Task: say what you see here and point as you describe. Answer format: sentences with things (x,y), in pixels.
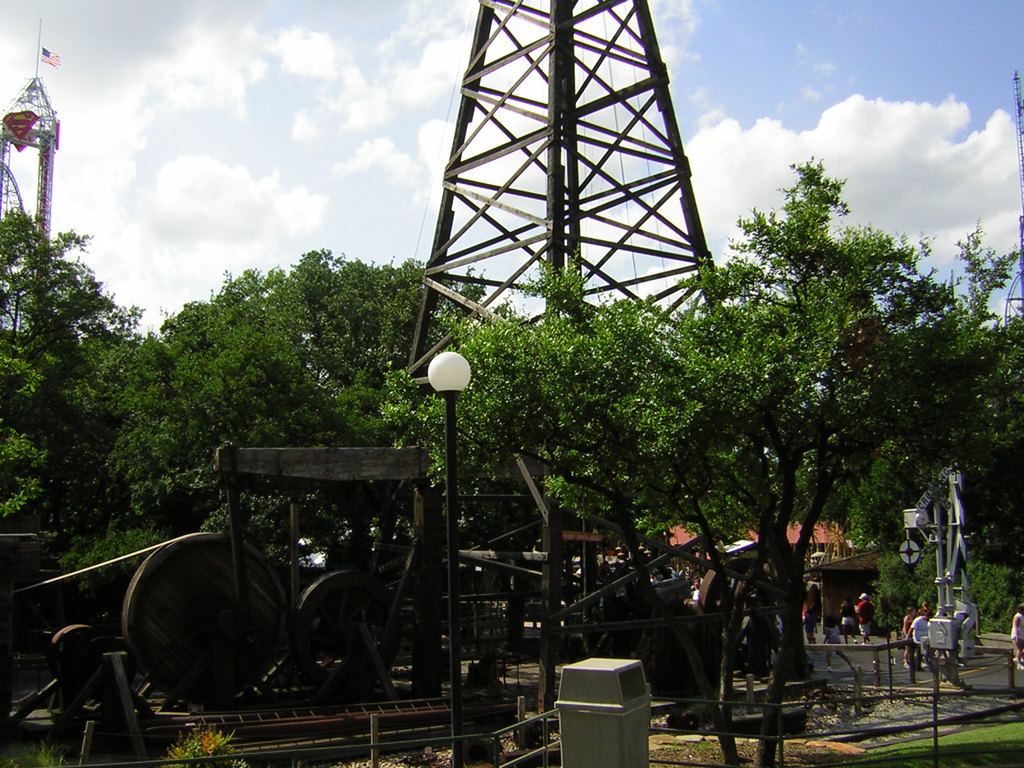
In this image, there are some towers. We can also see some machines (220,666) and the ground (862,727). We can see some grass (873,751) and objects (932,636). We can also see the track (1010,712). We can also see some people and houses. There are some trees (767,756). We can see the sky (901,94) with clouds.
